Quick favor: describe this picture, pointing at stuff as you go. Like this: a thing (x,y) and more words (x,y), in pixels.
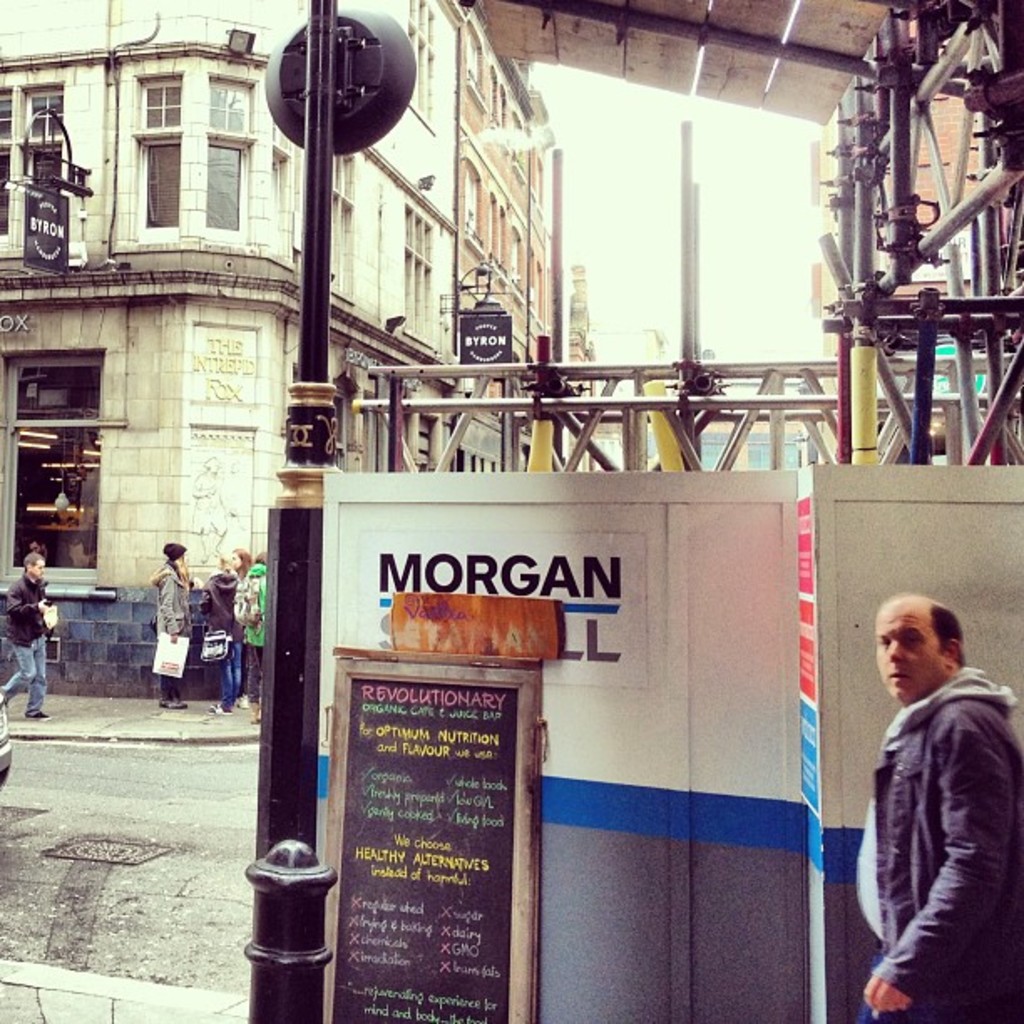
In this picture, we see the man (1022,927) is standing. Beside that, we see the board (693,645) in white color and we some text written on it. Beside that, we see a board (487,805) in black color with some text (412,855) written on it. Beside that, we see a pole (308,843). on the left side (23,587), we see the people (251,619) are standing on the footpath (197,718). Beside them, we see a building (100,367). On the right side (818,53), we see the rods (763,395). There are buildings (572,340) in the background (533,348). At the bottom (114,872), we see the road (213,865).
